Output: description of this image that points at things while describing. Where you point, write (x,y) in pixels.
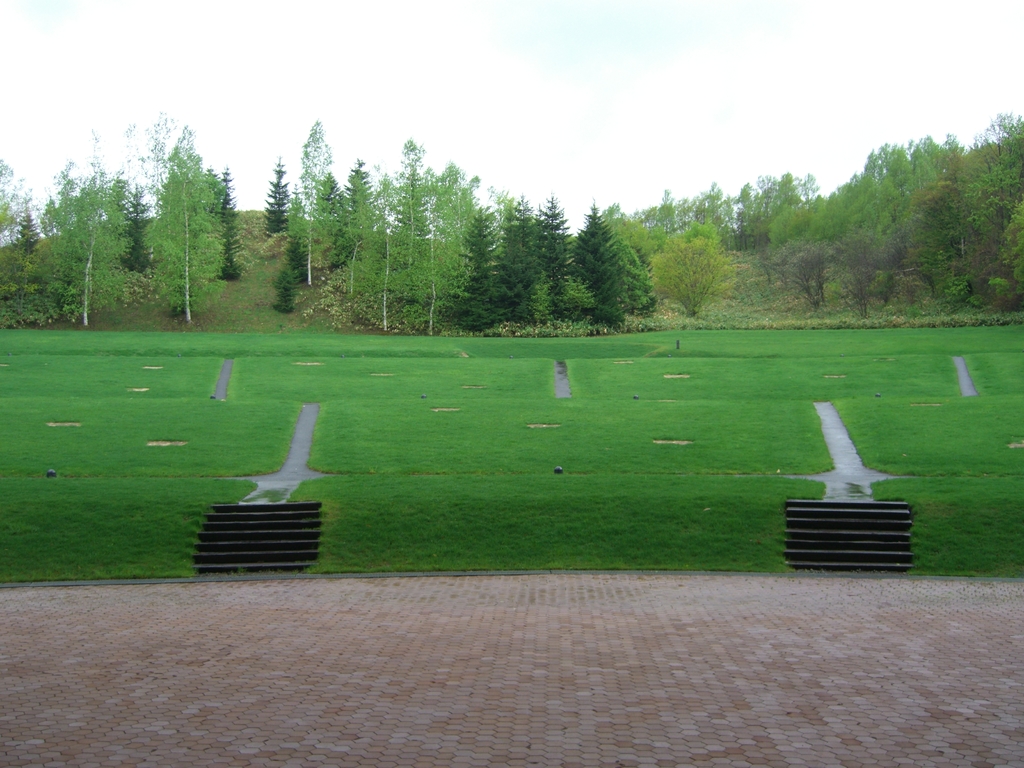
This is an outside view. At the bottom (264,677), I can see the floor (194,677). In the middle of the image (596,463) there is a lawn (395,391). On the right (812,515) and left sides of the image there are few stairs (266,534). In the background (279,295) there are many trees (498,286). At the top of the image (470,49) I can see the sky (85,98).
